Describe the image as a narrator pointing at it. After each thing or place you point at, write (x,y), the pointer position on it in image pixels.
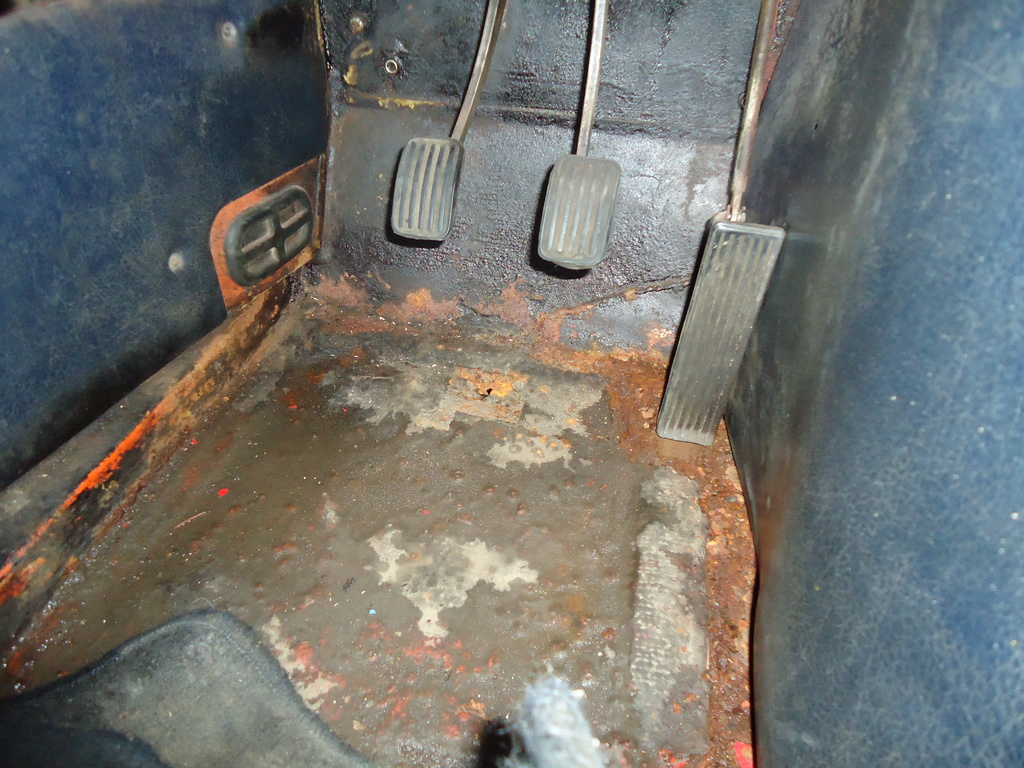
This picture describes about inside view of a vehicle (442,298), in this we can find few pedals (573,199).
